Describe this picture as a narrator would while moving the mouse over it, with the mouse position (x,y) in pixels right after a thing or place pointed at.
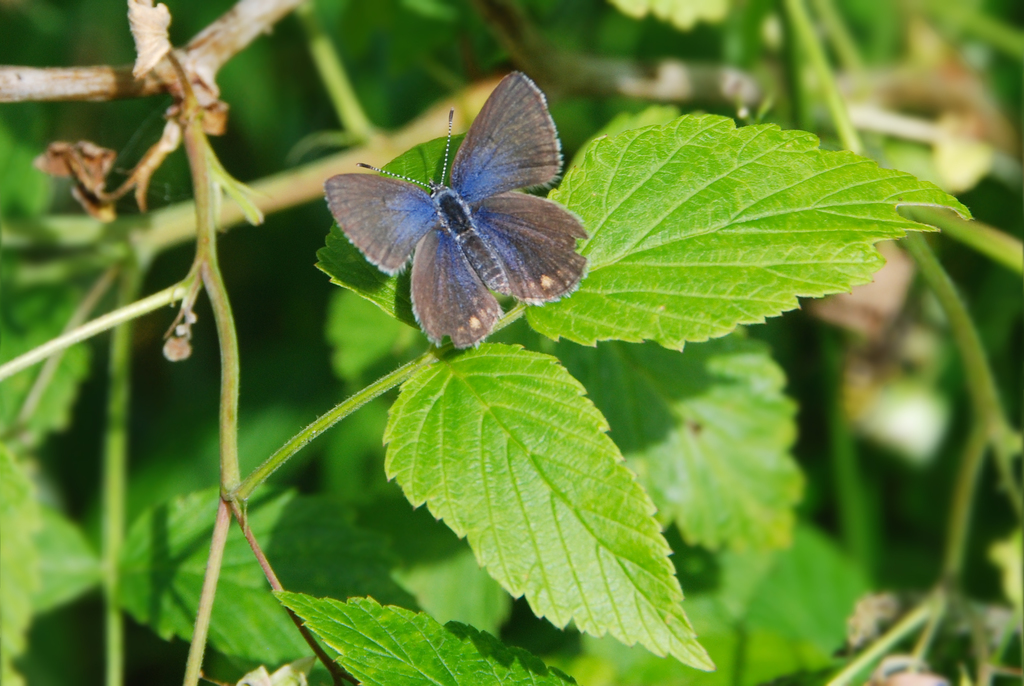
This image consists of a butterfly (478,282) on a leaf (574,410). The leaves (647,400) are in green color.
